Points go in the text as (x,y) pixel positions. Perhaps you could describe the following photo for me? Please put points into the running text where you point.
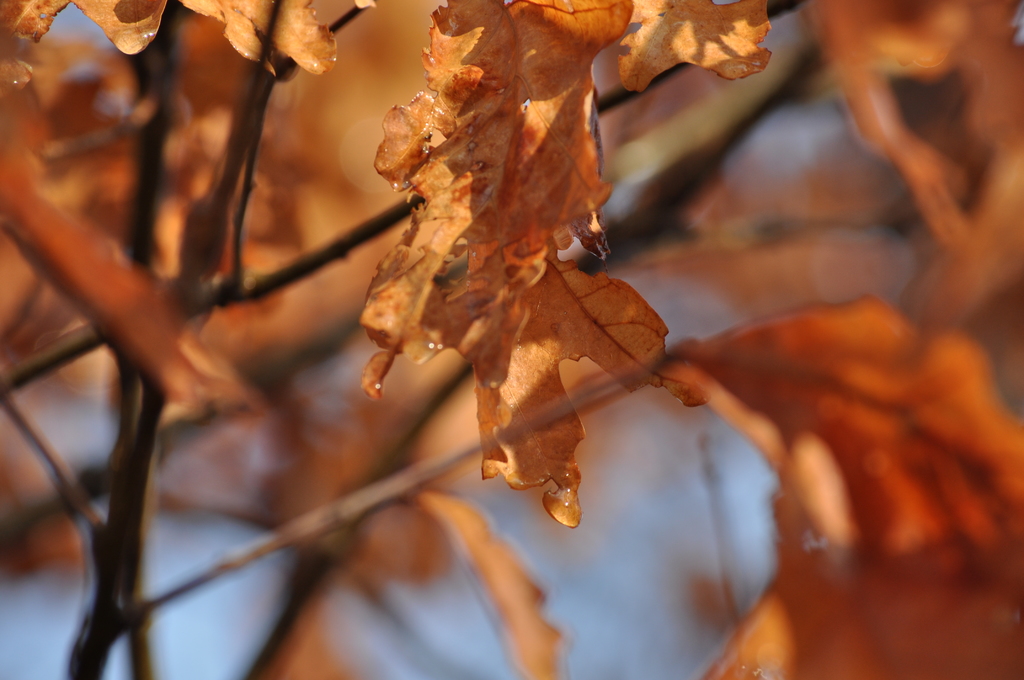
In this image we can see leaves (534,446) and stems (447,393). There is a blur background (15,670).
